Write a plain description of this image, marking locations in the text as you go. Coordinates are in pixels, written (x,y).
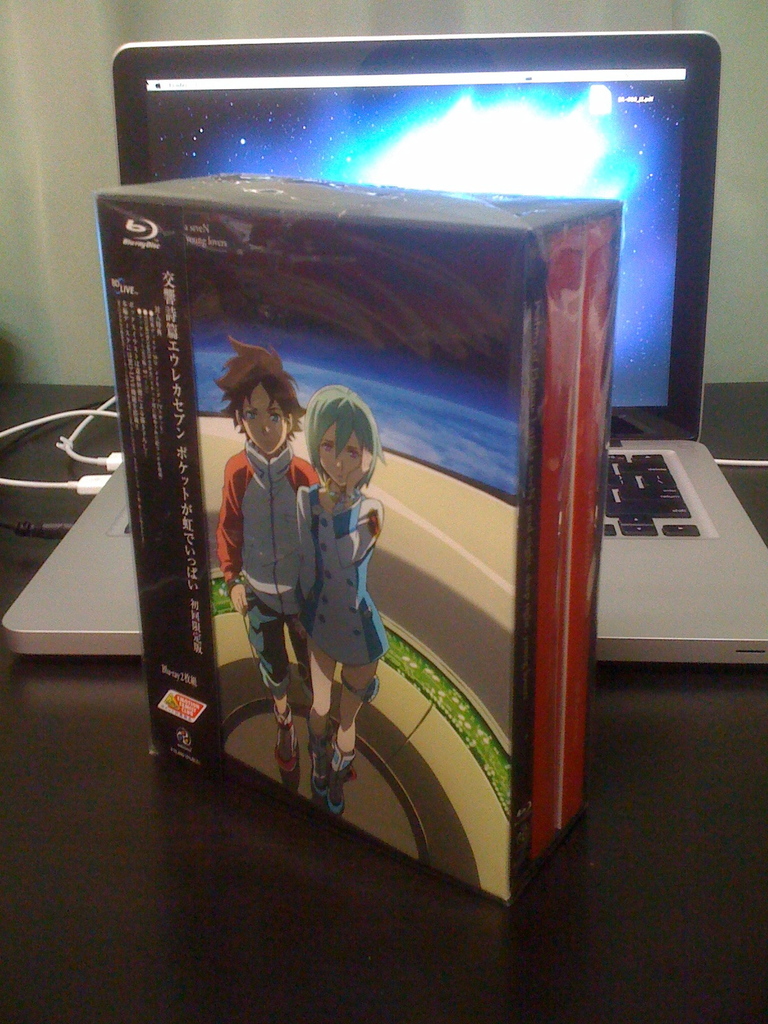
In this image we can see a laptop (543,104) and a box (201,611) on the table (319,836), on the box (258,429) we can see some text (155,403) and image (336,575), in the background (564,16) we can see the wall (351,18).
